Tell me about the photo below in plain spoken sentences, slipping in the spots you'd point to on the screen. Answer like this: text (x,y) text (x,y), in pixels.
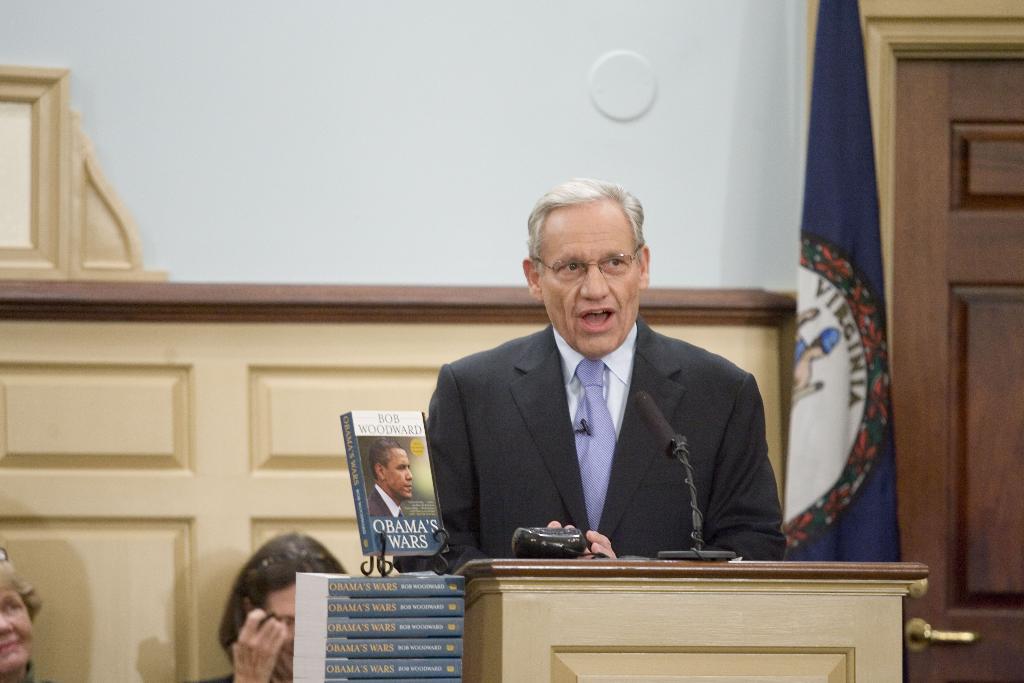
In the picture we can see a man (643,435) standing near the desk (720,588) and talking into the microphone (690,551) and he is in a black blazer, tie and shirt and beside him we can see some books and written on it as Obama war and behind it, we can see two women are sitting near the wooden wall (64,506) and beside it we can see a flag (863,187) which is blue in color.
